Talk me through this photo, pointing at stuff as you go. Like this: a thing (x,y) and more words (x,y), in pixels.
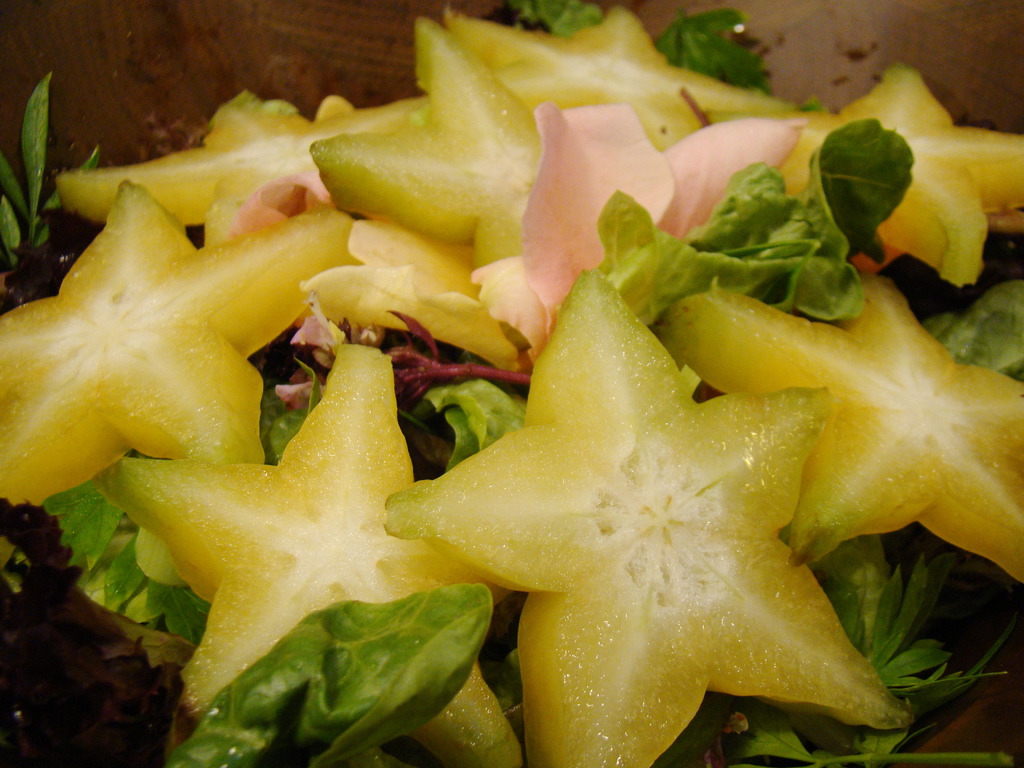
This picture contains star fruits (307,466) and leafy vegetables (111,712). In the background (249,75), it is brown in color.
